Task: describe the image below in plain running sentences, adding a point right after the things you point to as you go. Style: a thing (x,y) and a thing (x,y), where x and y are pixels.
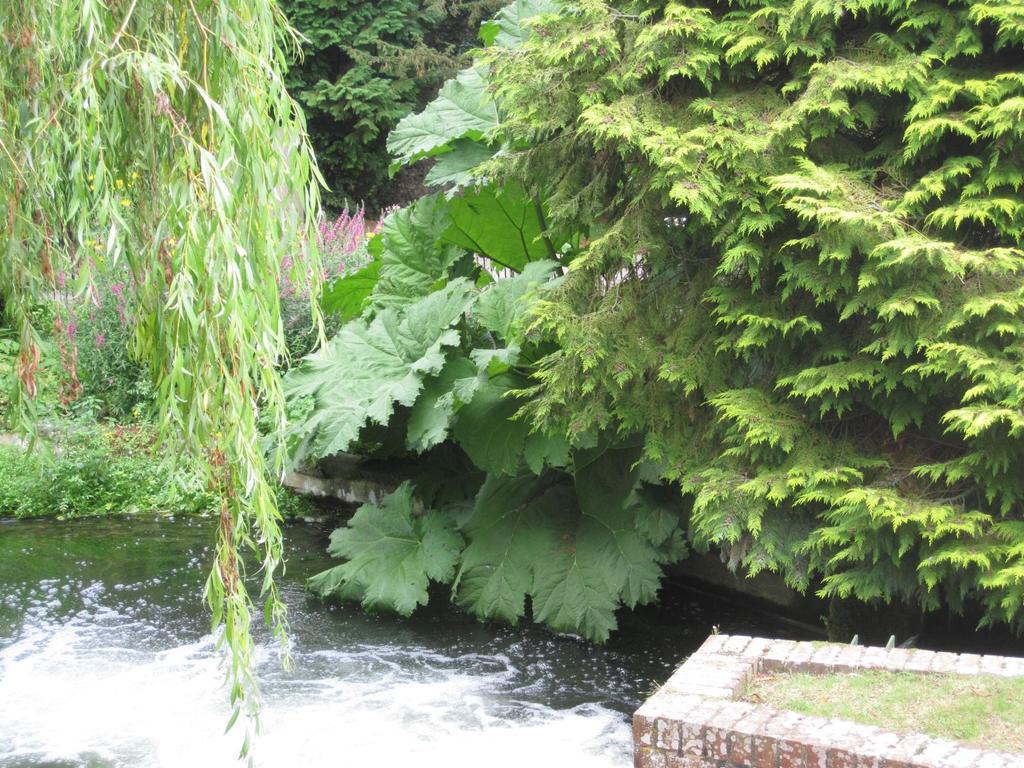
In the image in the center (605,469) we can see trees (584,375), plants (327,242), grass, water (416,659) and brick wall (676,713).
